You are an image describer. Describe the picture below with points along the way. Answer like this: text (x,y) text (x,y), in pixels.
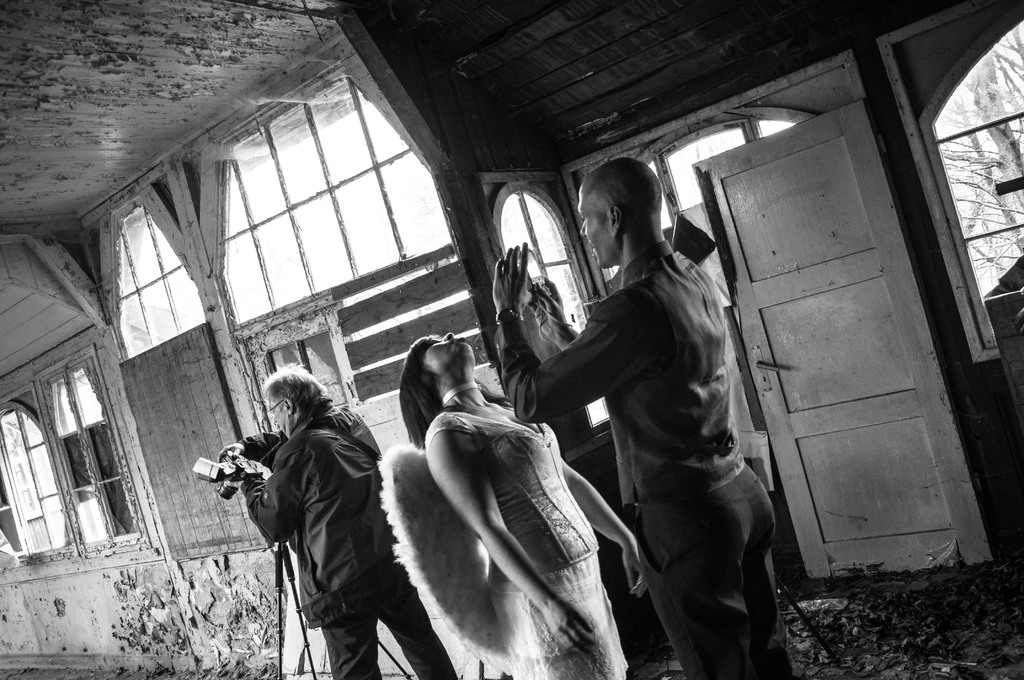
In this picture we can observe three members (317,450). Two of them are men (313,468) and one of them is a woman (522,465). This is a black and white image. We can observe a camera (220,483). On the right side (838,308) we can observe a door (782,318). We can observe some windows (233,261) here.
